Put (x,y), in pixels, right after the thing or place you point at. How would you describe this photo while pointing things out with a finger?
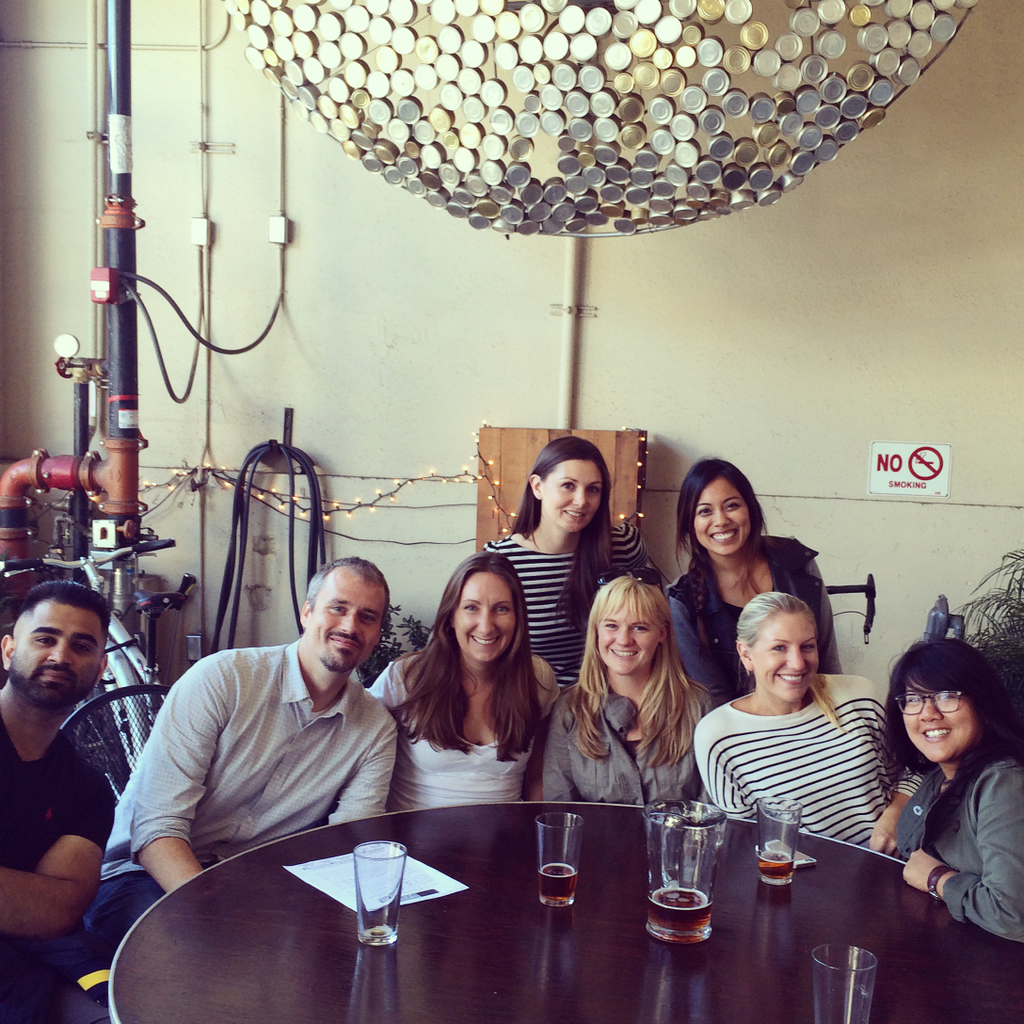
In this image, In the middle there is a table (775,1017) which is in black color on that table (842,940) there are some glasses (819,962) and there are some people (961,864) sitting around the table (734,1000) in the background (873,338) there is a wall (743,329) of white color and there is a ball (593,141) of yellow color.
